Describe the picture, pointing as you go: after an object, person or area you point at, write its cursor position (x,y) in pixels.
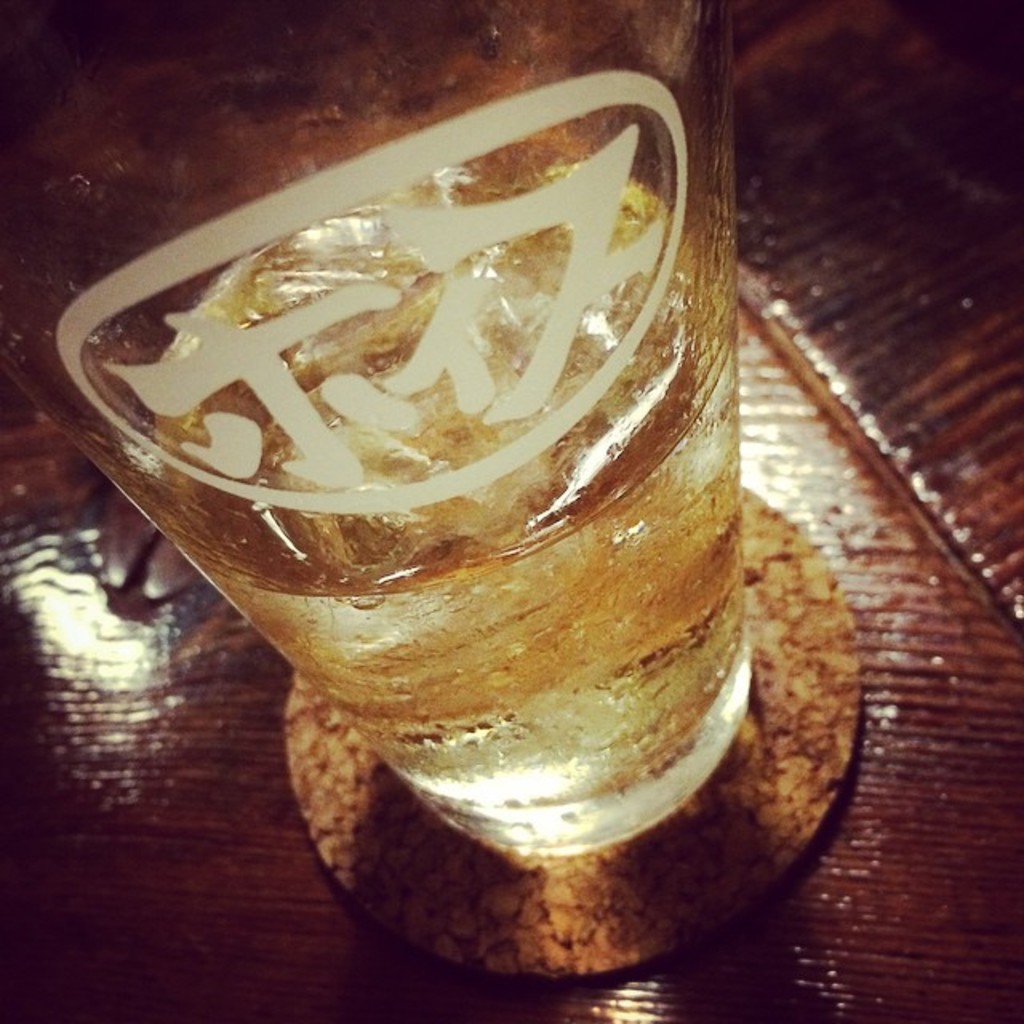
In this image there is a table (151,729) with a glass (608,287) of wine (497,523) on it.
